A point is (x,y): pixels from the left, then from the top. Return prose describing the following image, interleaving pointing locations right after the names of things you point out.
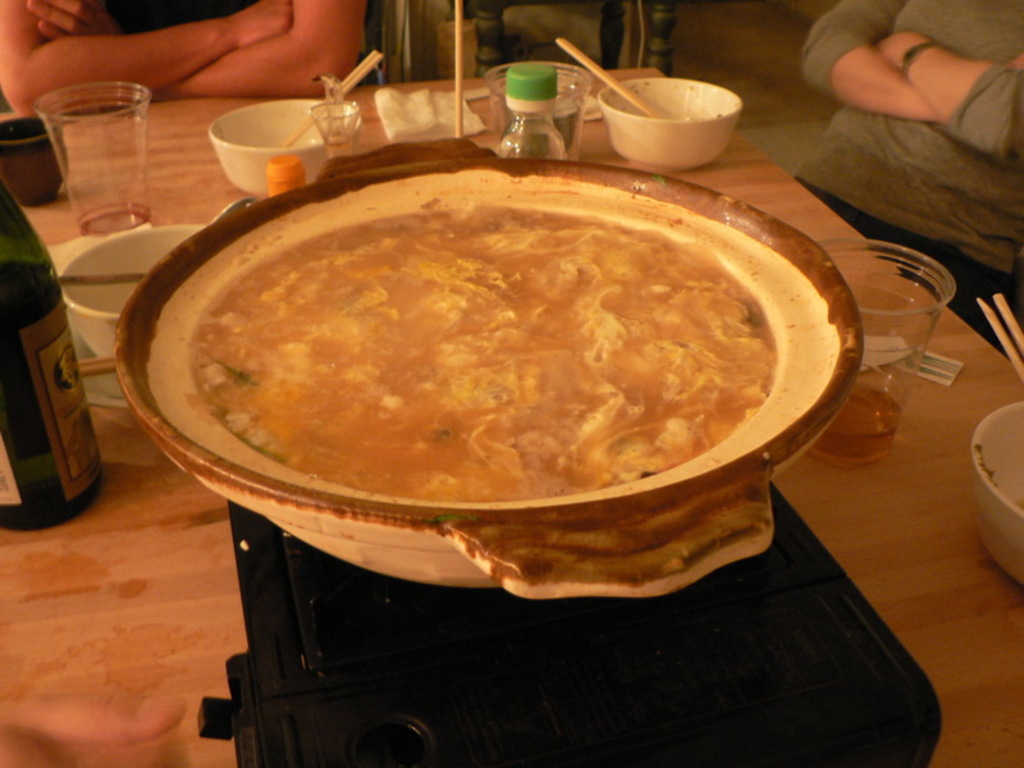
There are glasses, cups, bottles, chopsticks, tissue papers (426,112) and food (554,361) in a bowl (626,212) and a wine bottle (62,398) on the table (94,605). Beside the table (264,95) there are two persons (321,24).
